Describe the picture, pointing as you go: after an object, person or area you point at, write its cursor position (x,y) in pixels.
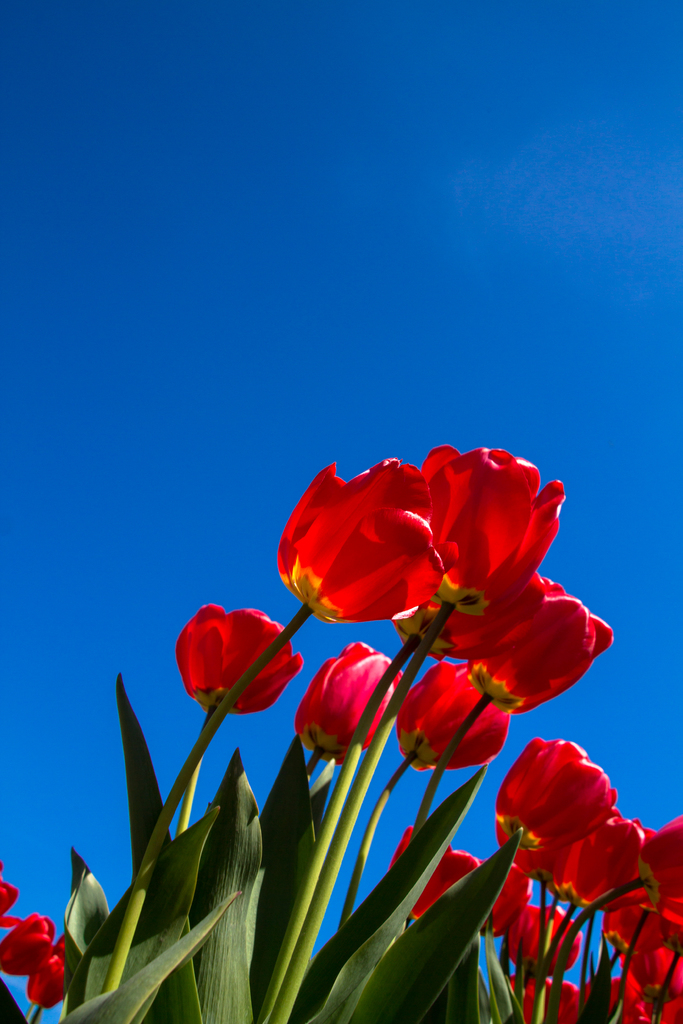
There are tulip flowers (530,624) with plants (339,930). In the background (374,310) there is sky (379,357).
